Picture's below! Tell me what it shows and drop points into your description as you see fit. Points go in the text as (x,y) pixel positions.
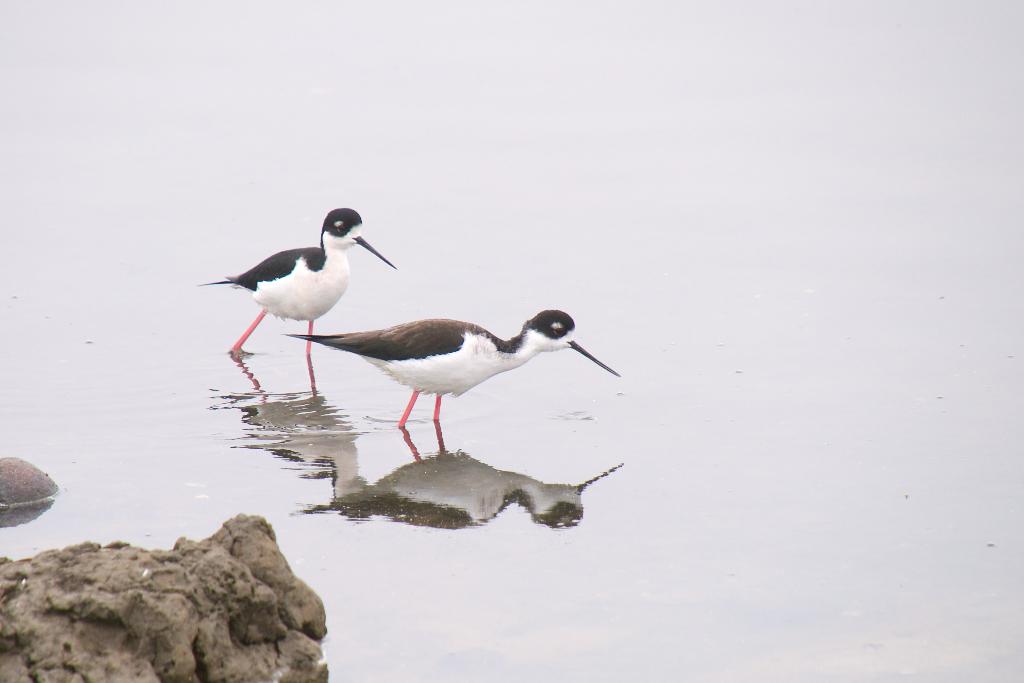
Here we can see birds (464,338) and water (374,390). Reflection (311,413) of birds (293,275) on water (430,487).
